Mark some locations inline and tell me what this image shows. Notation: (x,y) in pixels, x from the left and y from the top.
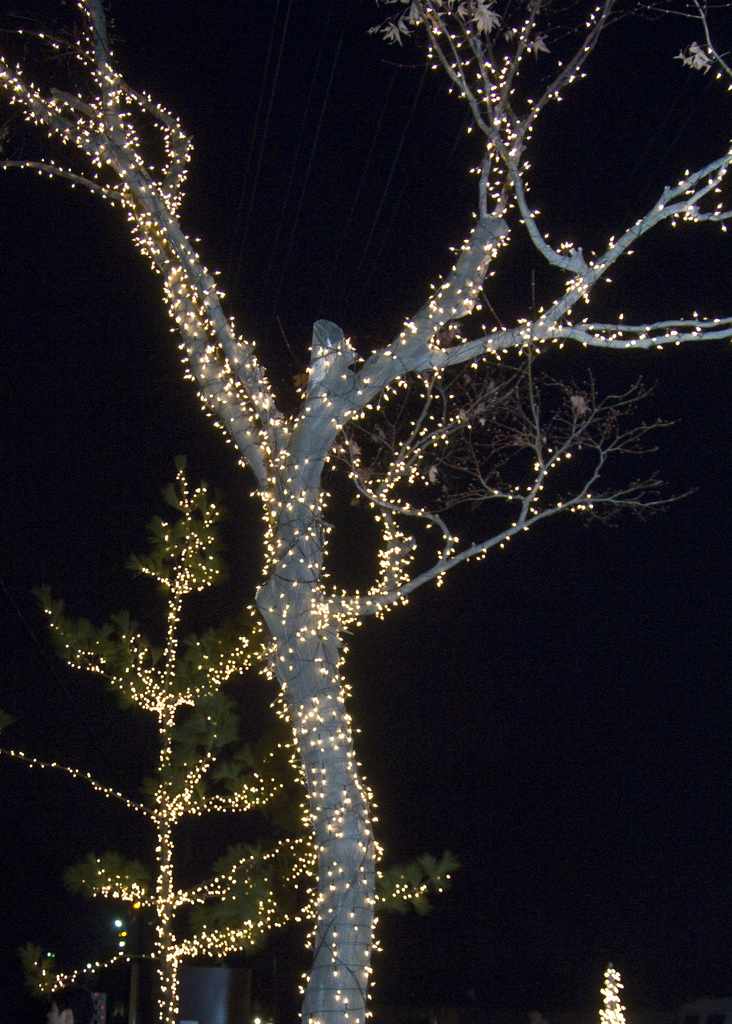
This image consists of a tree (141,98). It has lights (175,813). This is clicked outside.
